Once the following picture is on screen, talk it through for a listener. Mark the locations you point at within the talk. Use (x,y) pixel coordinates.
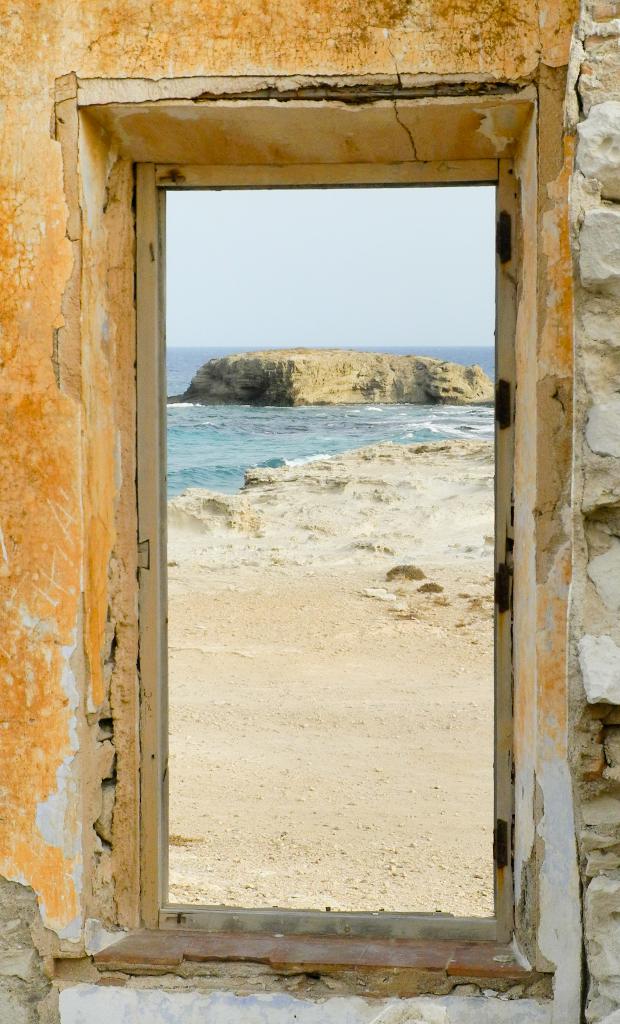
In this image we can see a door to the wall (42,124). In the background (347,475) there is a water (283,440), sand (300,590) and sky (285,268).
